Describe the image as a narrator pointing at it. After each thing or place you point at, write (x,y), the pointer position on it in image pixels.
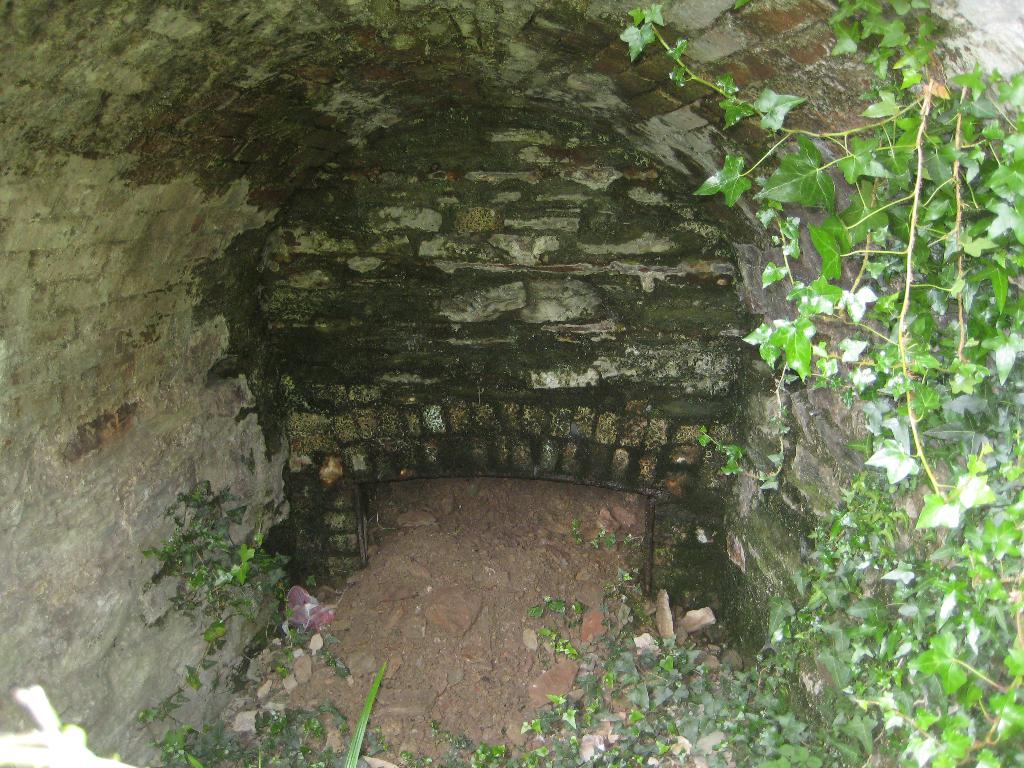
In this image we can see a tunnel shed (487,354), there are some plants (636,603) and stones (558,680) on the ground (478,557).
